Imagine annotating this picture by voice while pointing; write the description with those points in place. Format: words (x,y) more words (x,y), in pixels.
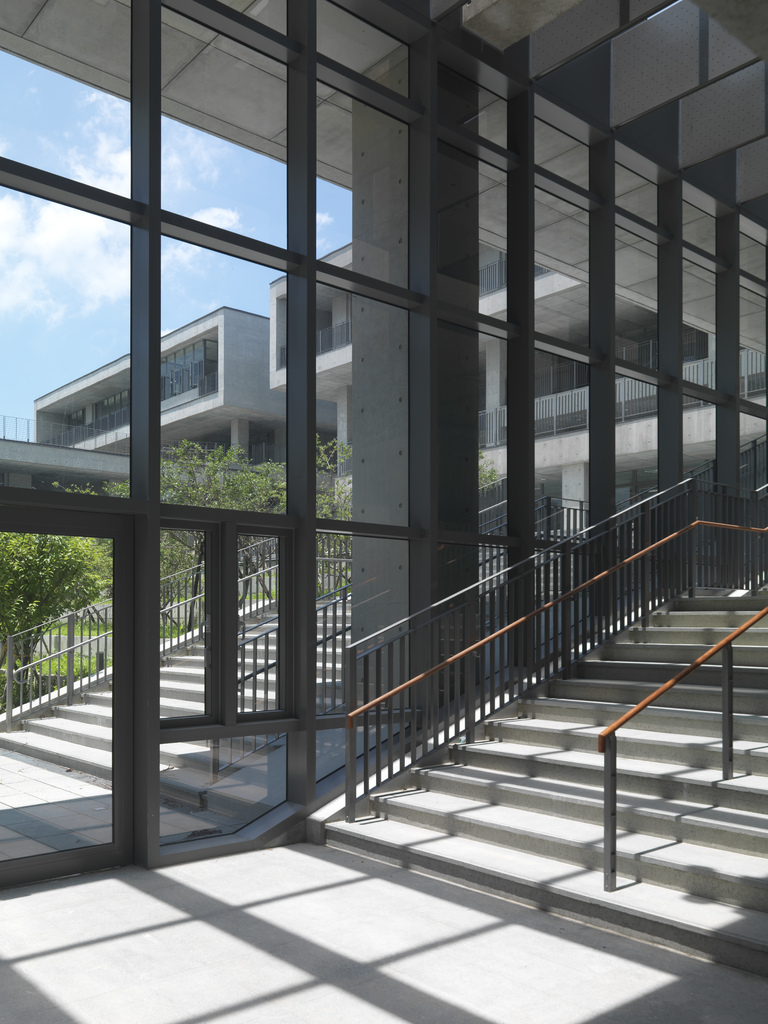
In this picture we can see the floor (302,926), glass (626,490), stairs (274,655), railings (722,648), buildings (263,427), trees (187,542) and some objects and in the background (63,219) we can see the sky (76,243) with clouds (104,173).
